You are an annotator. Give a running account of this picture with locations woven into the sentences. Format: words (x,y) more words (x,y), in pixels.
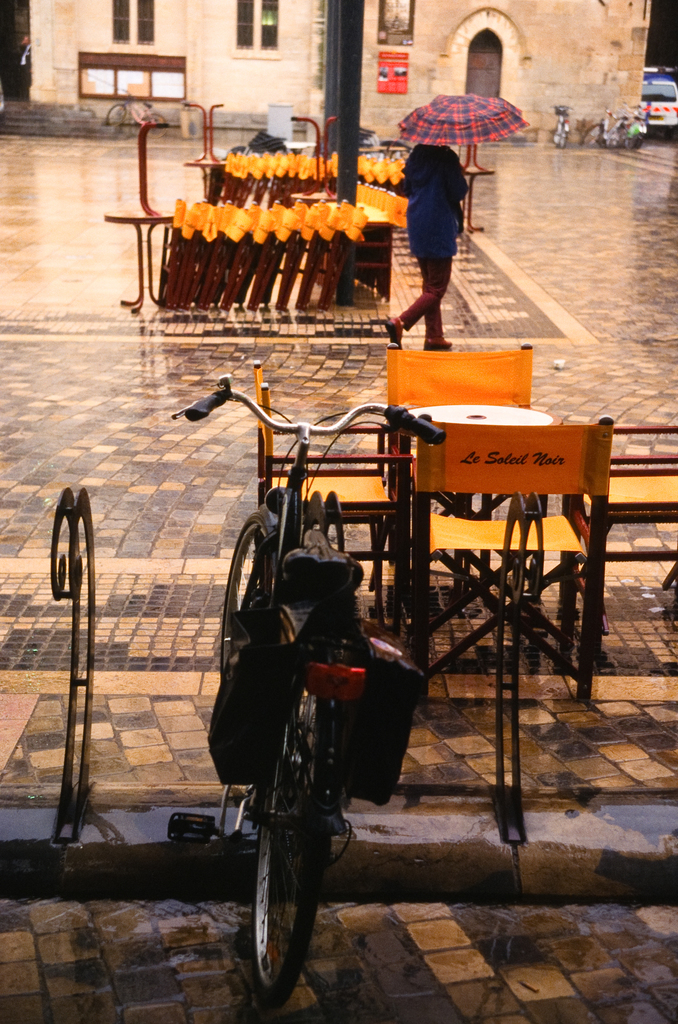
In this image we have a person (432,223) who is walking on the street (408,274) by holding an umbrella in his hand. In the front of the image (367,600) we have bicycle (297,586) and a few chairs (402,523) and a table (495,418) on the street (289,449). On the right corner of the image (640,106) we have a vehicle (667,113) and building (423,45).
